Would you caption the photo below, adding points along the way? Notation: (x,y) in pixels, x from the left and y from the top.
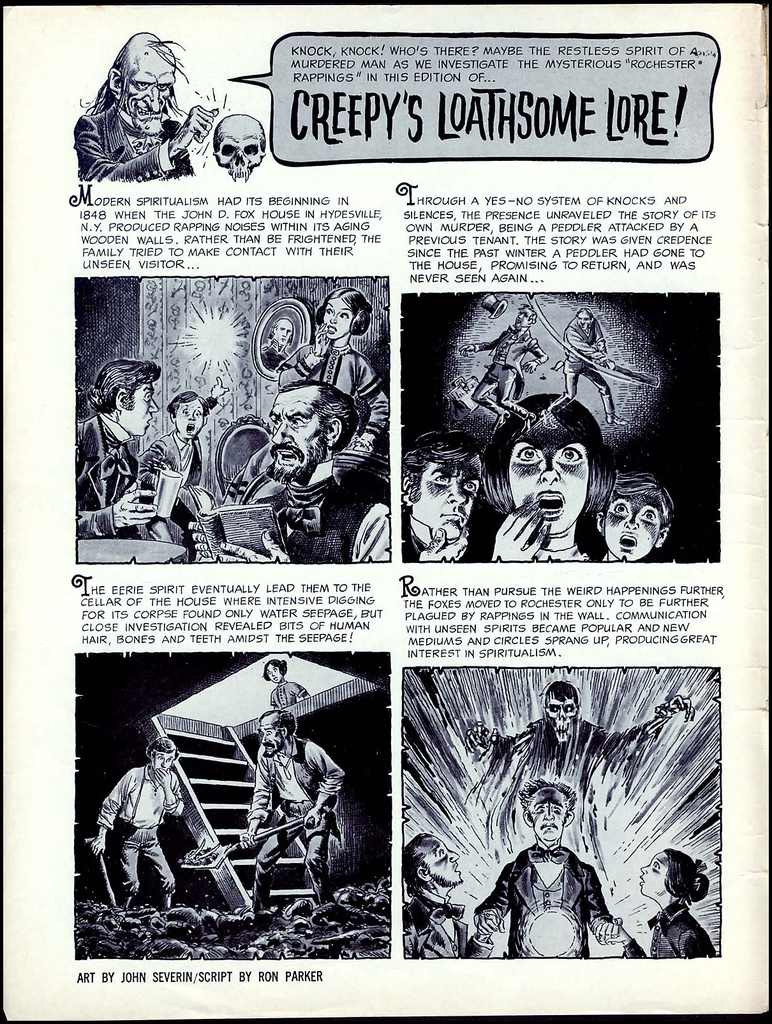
This is a black and white image. In this image we can see the pictures (427,469) of some people (545,520). We can also see some text (128,590) printed on it.
